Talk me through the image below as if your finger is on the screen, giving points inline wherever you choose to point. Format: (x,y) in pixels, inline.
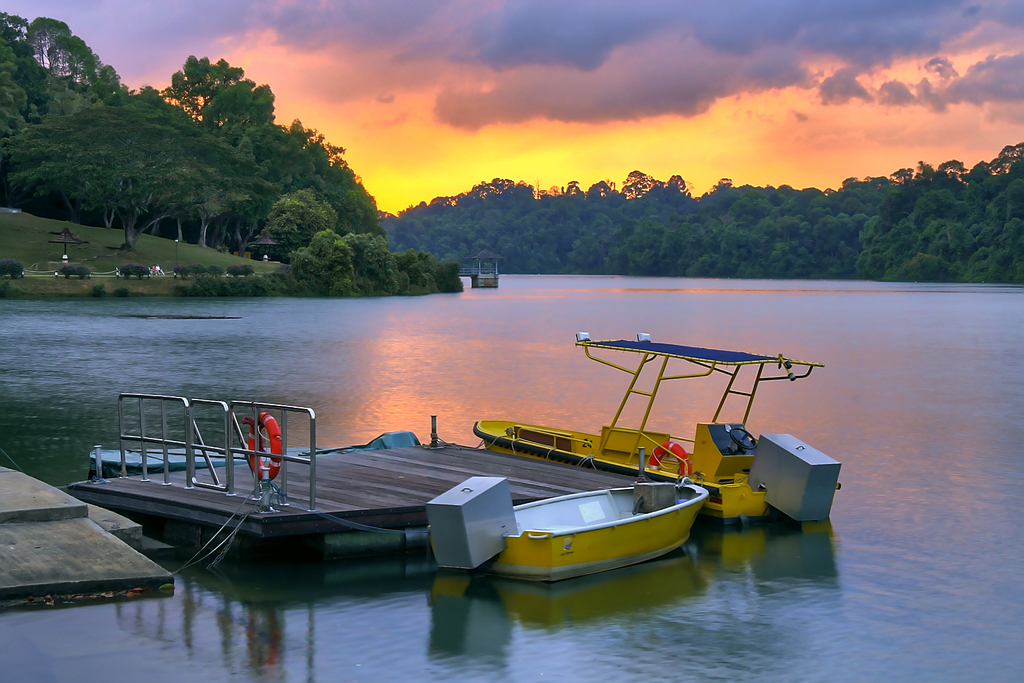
In this picture I can observe a river (520,361). There are yellow color boats (664,448) floating on the water (574,335). In the background (353,226) there are trees (442,218). I can observe a sky (456,109) with some clouds (506,104).
